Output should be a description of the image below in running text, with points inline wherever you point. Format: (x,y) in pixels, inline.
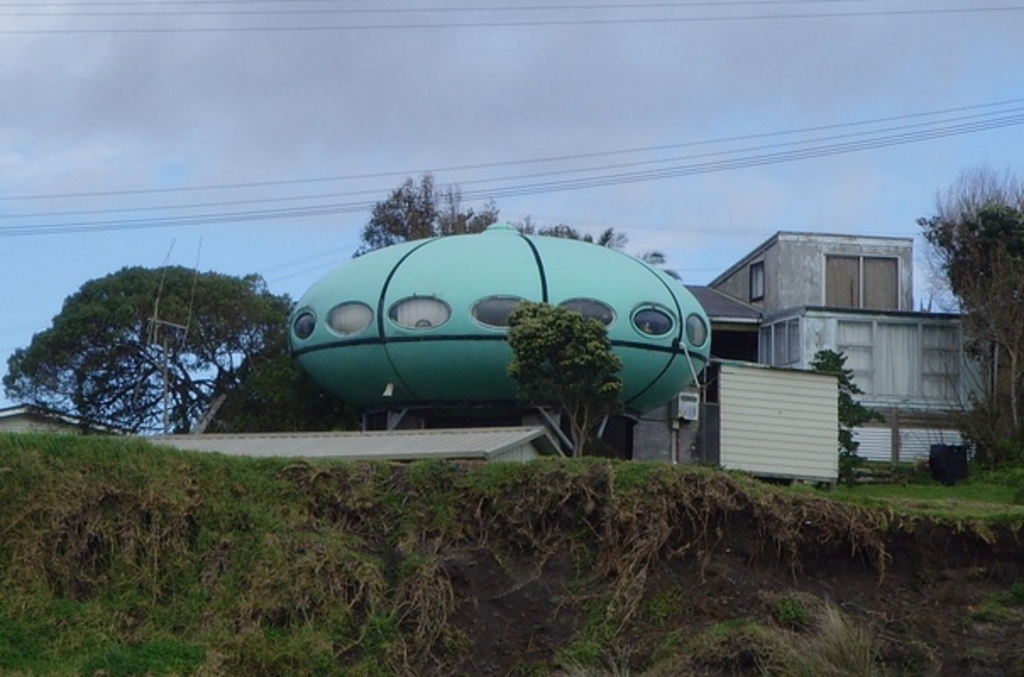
In this picture we can see buildings (633,417) with windows (828,258), trees (855,391), wires (149,216) and in the background (464,194) we can see sky (323,52) with clouds (593,147).
